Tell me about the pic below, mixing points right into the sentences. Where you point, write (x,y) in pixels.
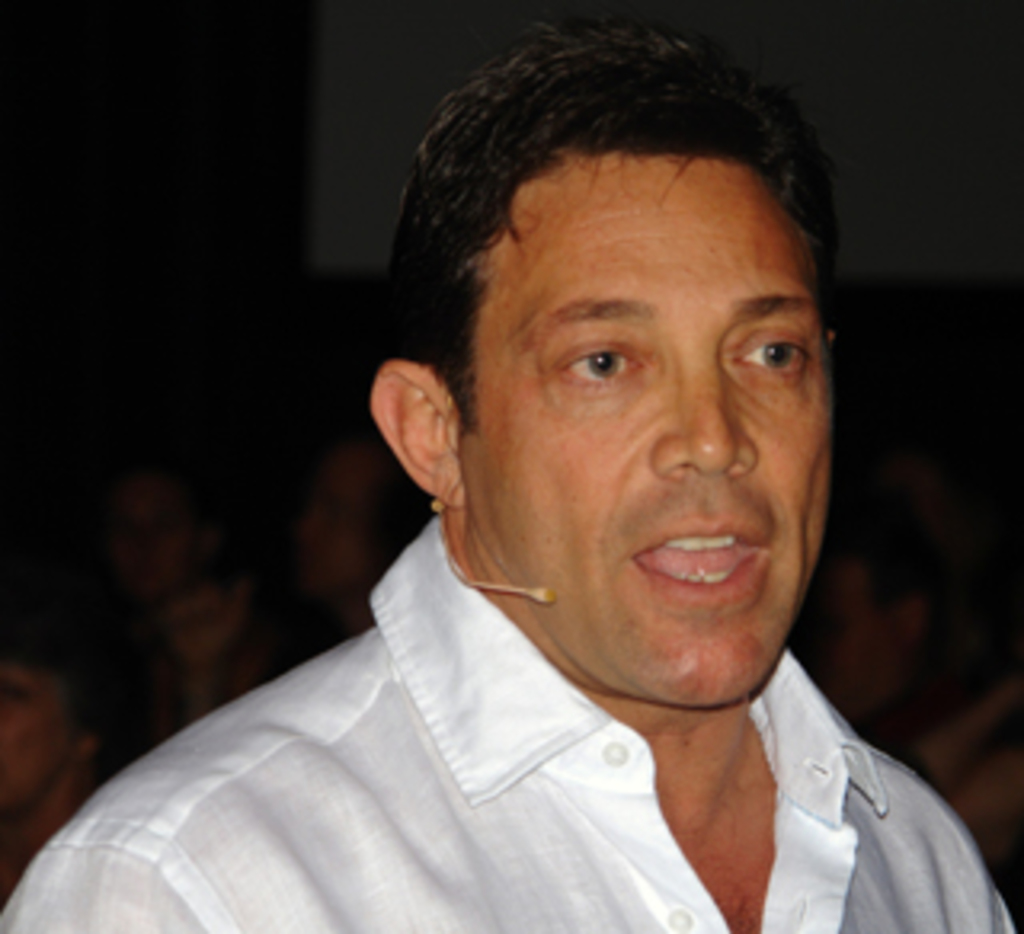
In this image there is a man (539,796) standing, in the background (258,68) it is blurred.
